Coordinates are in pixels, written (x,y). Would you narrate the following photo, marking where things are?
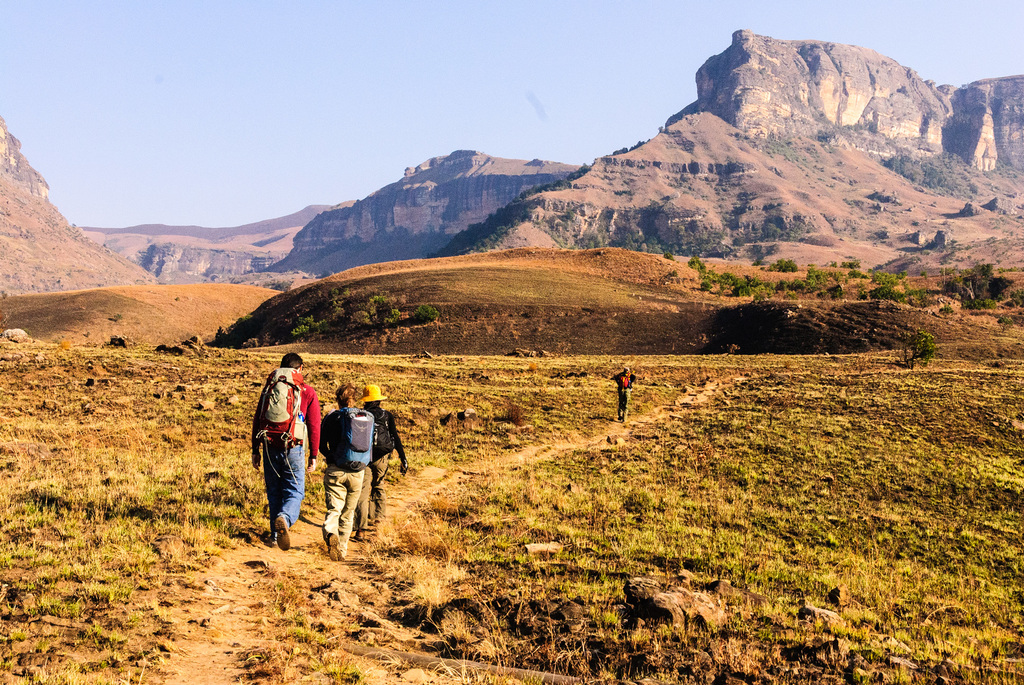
In this picture we can see some people (315,450) are walking and carrying the bags (363,431) and a man (372,470) is wearing a hat (385,396). In the background of the image (1020,267) we can see the hills (502,333), trees (1003,283), grass (578,464) and ground (473,413). At the top of the image (427,116) we can see the sky (374,105).
